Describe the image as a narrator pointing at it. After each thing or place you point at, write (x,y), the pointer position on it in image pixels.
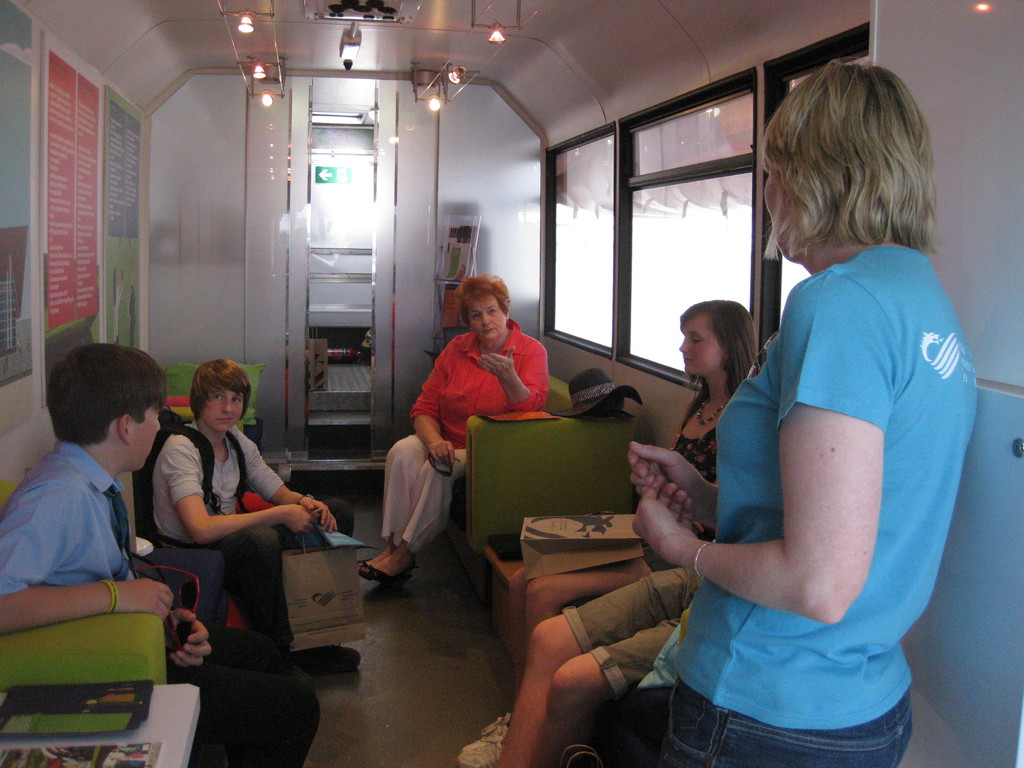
This image consists of some people (207,505). Some are sitting, one is standing. There are lights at the top (433,77). There are windows (594,206) on the right side (746,304). There are some papers (67,182) and boards (110,266) on the left side (123,304).
